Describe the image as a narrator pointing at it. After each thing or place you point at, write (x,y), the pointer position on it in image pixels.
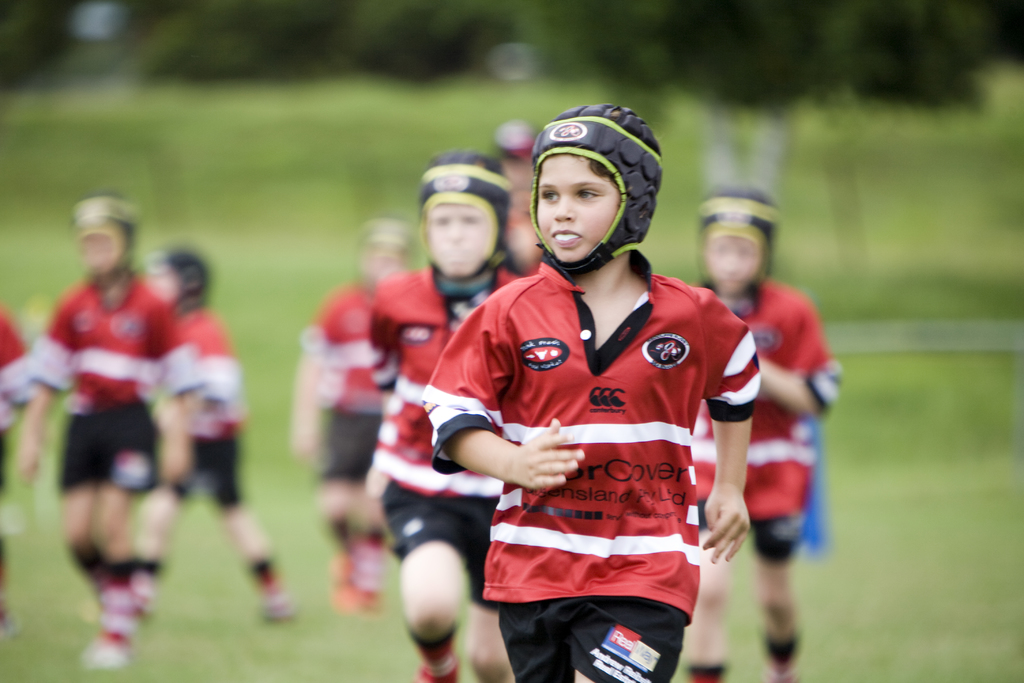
In this image there are group of kids (343,371) running on the ground (279,553) by wearing the red color dress (589,438) and black color helmet (601,154). In the background (765,169) there are trees (719,83). On the ground (879,576) there is grass (907,525).
